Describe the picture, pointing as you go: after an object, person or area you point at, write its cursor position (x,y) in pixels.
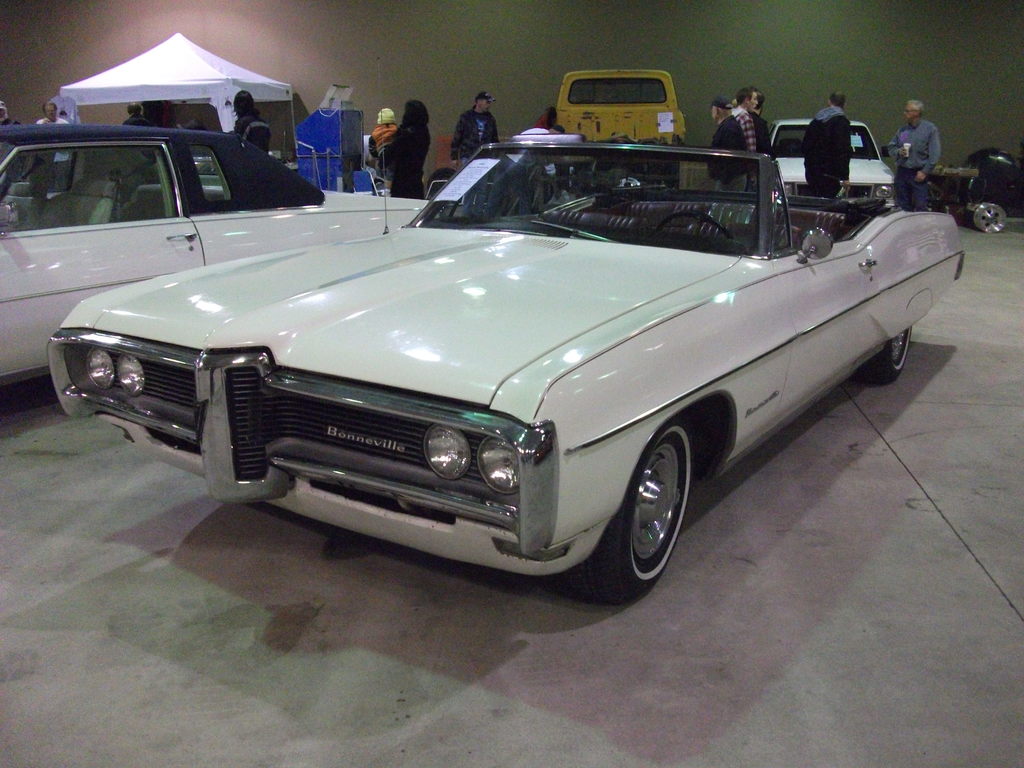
In this image there are group of persons (483,135) standing, there are cars (295,258), there is a tent (177,93), at the background of the image (617,54) there is a wall (424,68).
